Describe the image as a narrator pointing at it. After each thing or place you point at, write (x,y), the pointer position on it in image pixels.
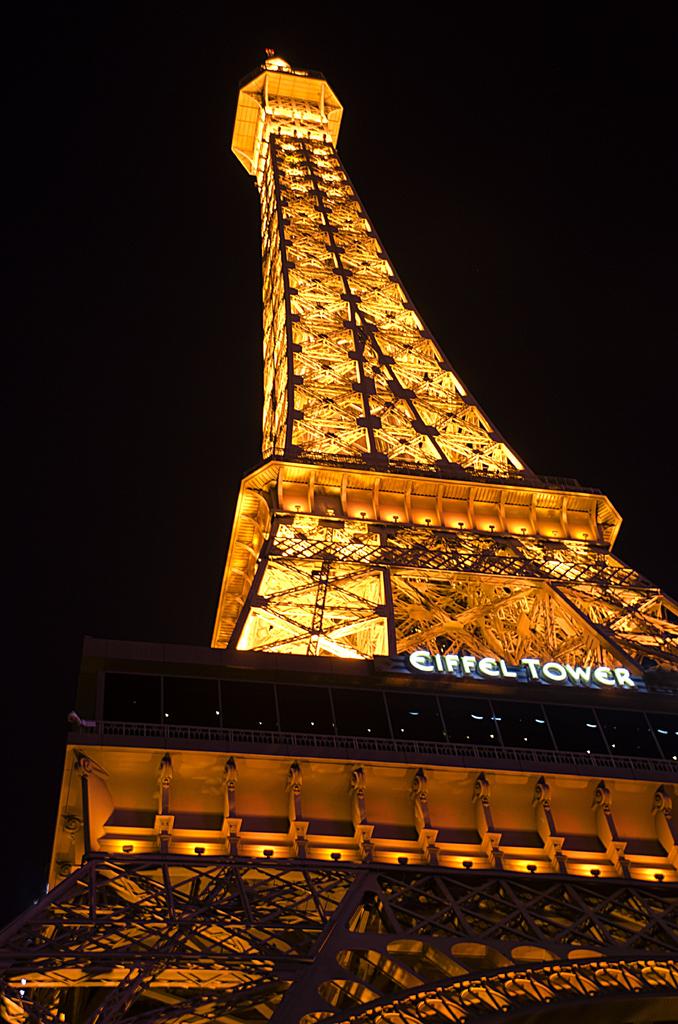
This image is taken during the night time. In this image we can see the Eiffel tower (395,770). We can also see the lights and the background of the image (79,43) is in black color.
